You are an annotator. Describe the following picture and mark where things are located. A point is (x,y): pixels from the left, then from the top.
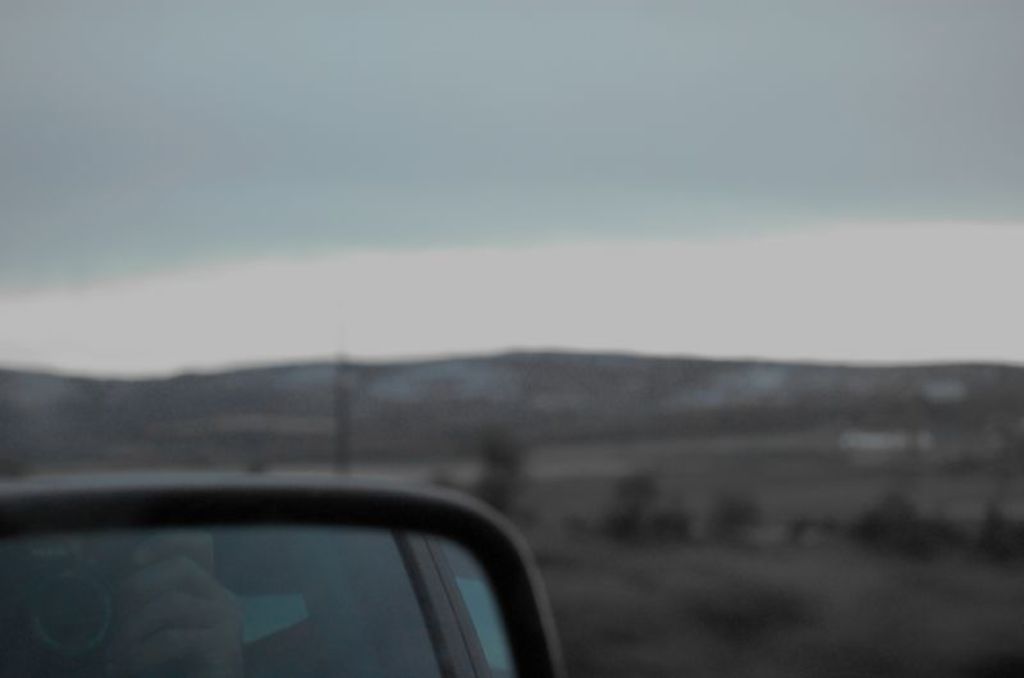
In this picture we can observe a mirror (261,581) of a vehicle (261,581). We can observe some plants (512,488) on the ground (707,509). In the background (381,411) there are hills (168,401) and a sky (517,223).
